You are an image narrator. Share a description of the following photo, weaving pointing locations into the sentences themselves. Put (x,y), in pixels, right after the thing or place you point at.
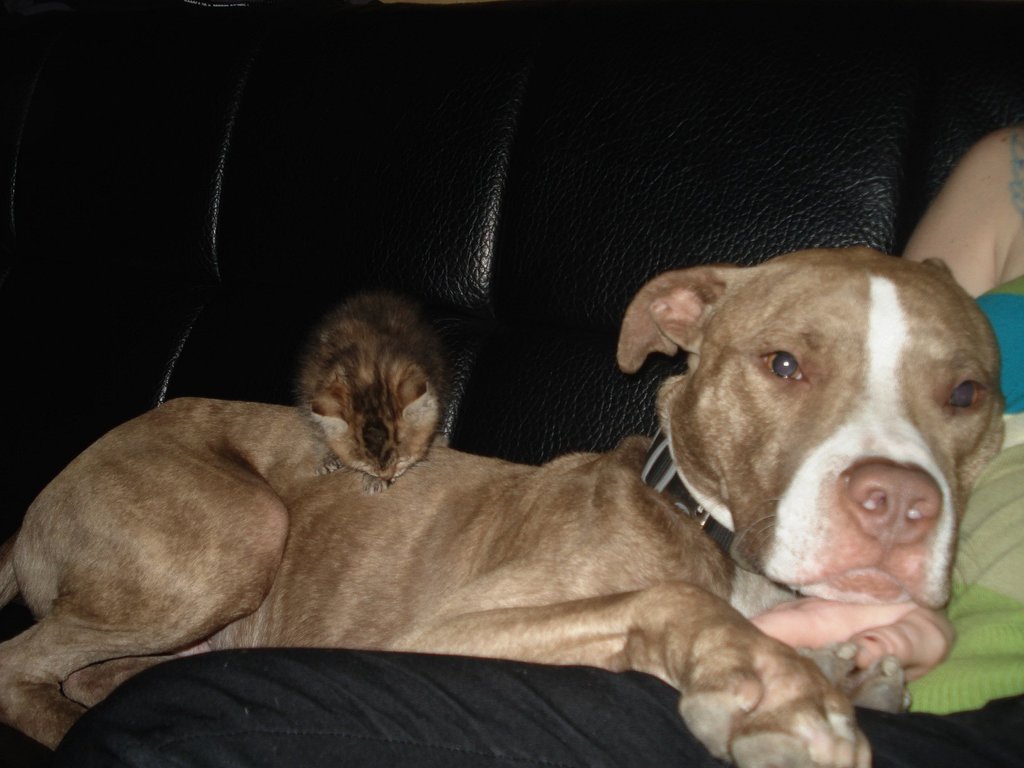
In this picture we can see a person (945,630) is seated on the sofa (573,389), beside the person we can find a dog (585,511) and other animal (343,382).
